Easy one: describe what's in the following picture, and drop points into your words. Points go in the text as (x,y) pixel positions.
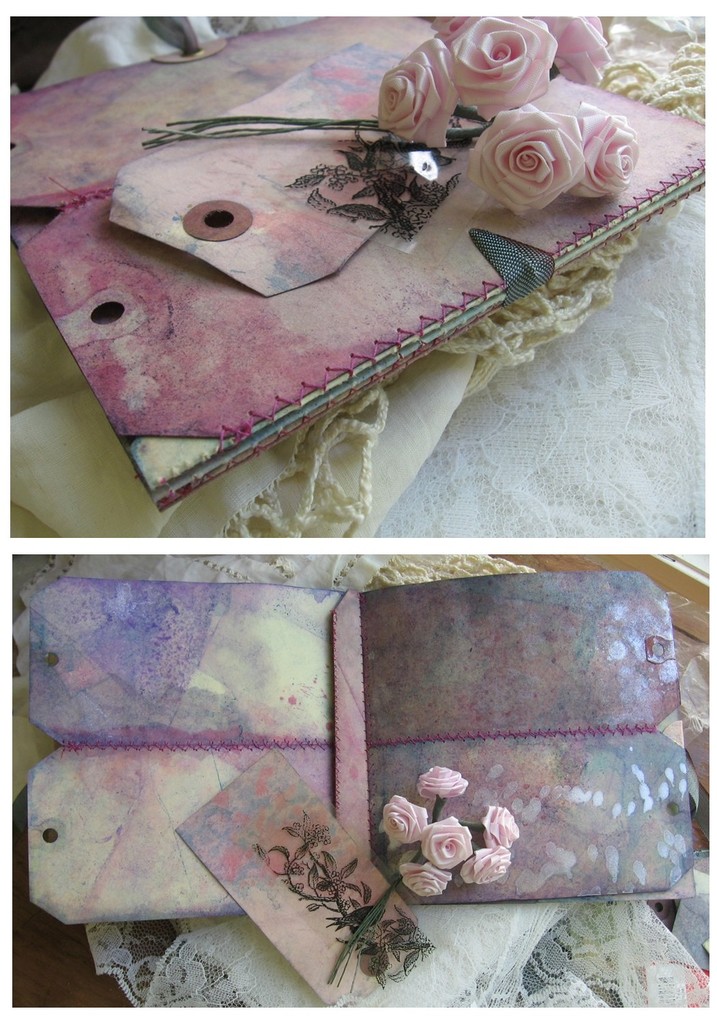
This is a collage image and here we can see a diary (280,676), some roses (418,891) and a cloth (476,962).
